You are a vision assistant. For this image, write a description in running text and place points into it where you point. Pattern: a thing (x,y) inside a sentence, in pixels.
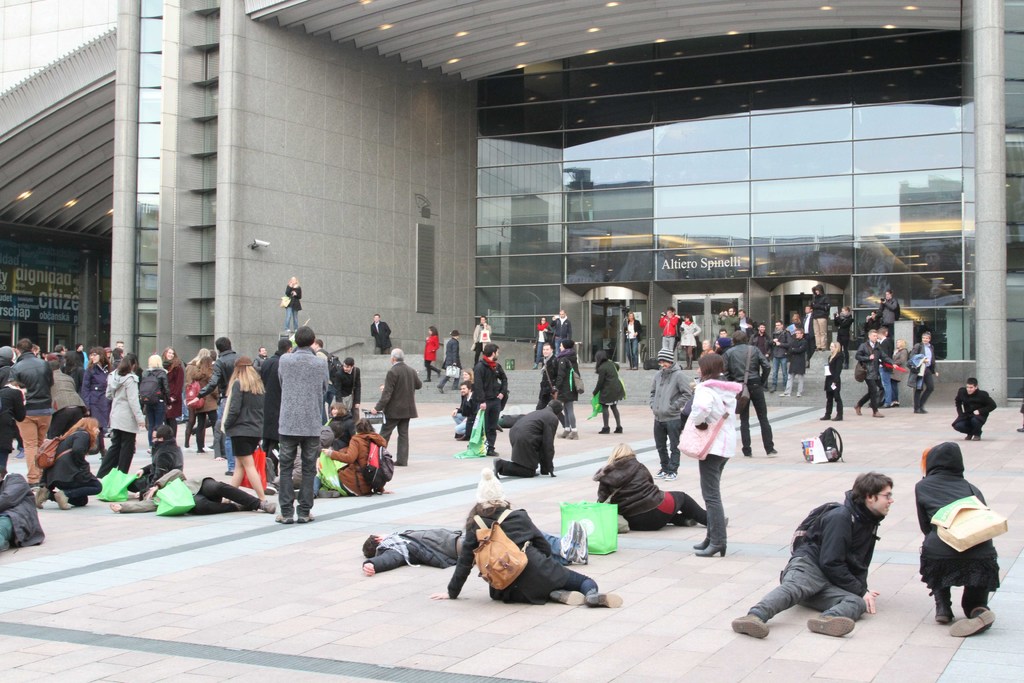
In this picture there are some people (262,424). We can observe that some of them were laying on the floor (520,482). Some of them were standing. In the background (610,138) there is a building (509,150). We can observe men (306,394) and women (611,391) in this picture.
